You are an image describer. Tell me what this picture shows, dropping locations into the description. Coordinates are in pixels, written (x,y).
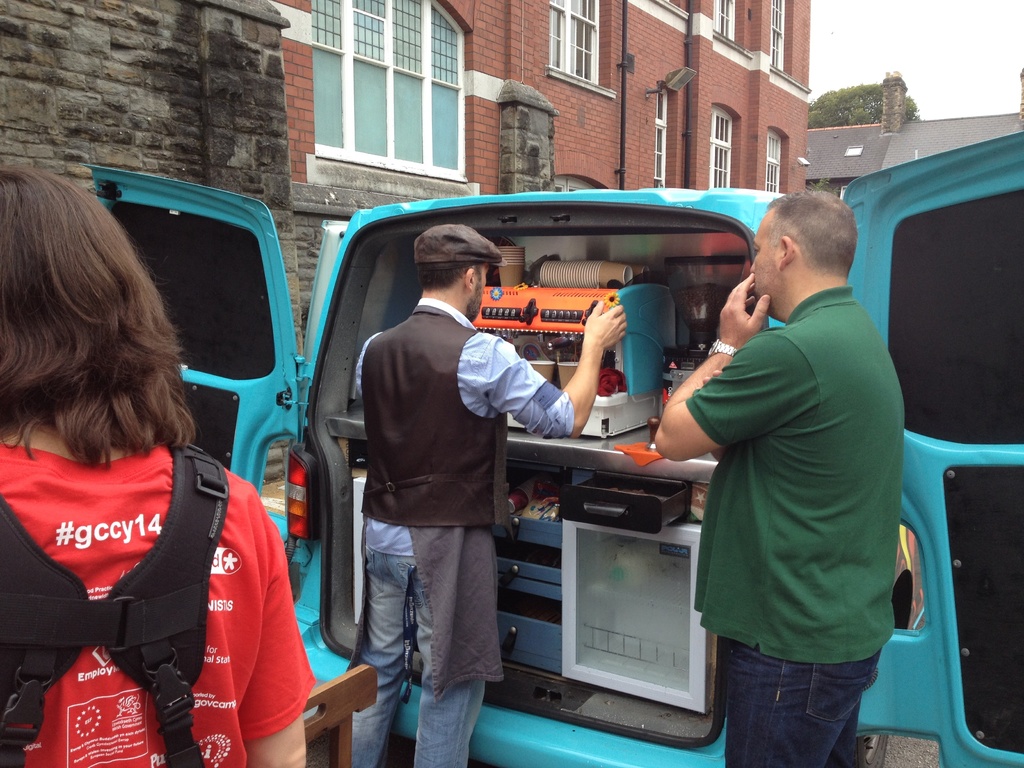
In this image we can see three persons (99,589) standing and there is a vehicle (653,248) in which we can see the paper cups (609,276) and also a machine (609,404). In the background (571,102) we can see the buildings (665,113) and also the tree (869,115). Sky (858,81) is also visible.
